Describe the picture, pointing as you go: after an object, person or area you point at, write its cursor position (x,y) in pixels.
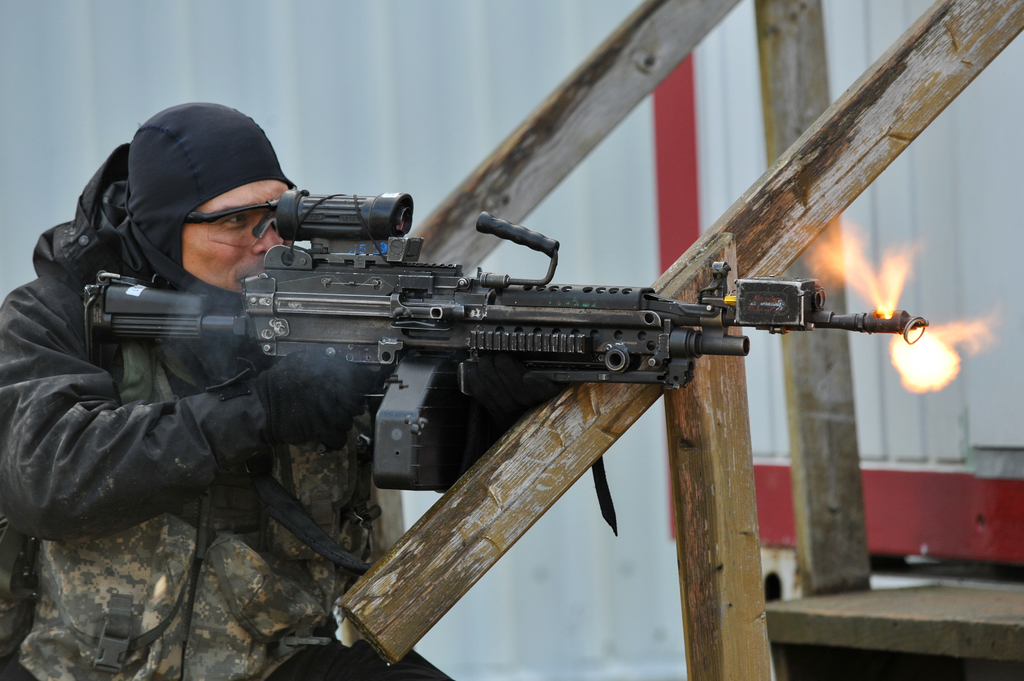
In this picture I can see a person (312,386) holding the machine gun (255,285).
